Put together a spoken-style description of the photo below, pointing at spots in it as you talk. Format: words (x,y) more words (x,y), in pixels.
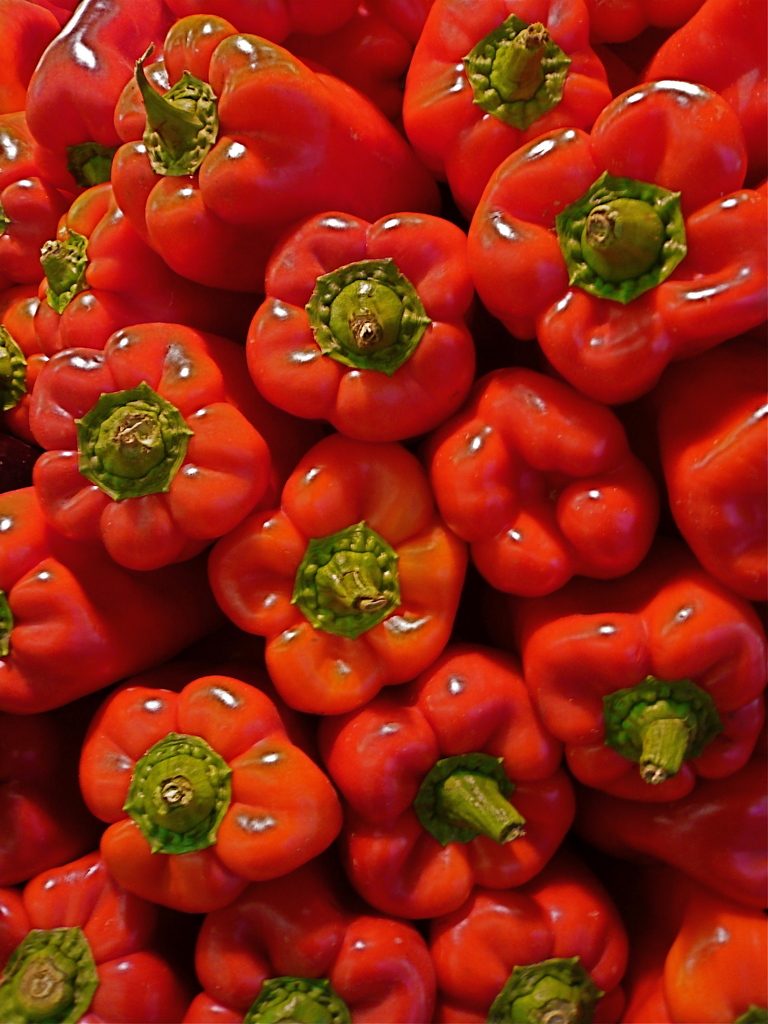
In this image, we can see some red color capsicums (757,296).
